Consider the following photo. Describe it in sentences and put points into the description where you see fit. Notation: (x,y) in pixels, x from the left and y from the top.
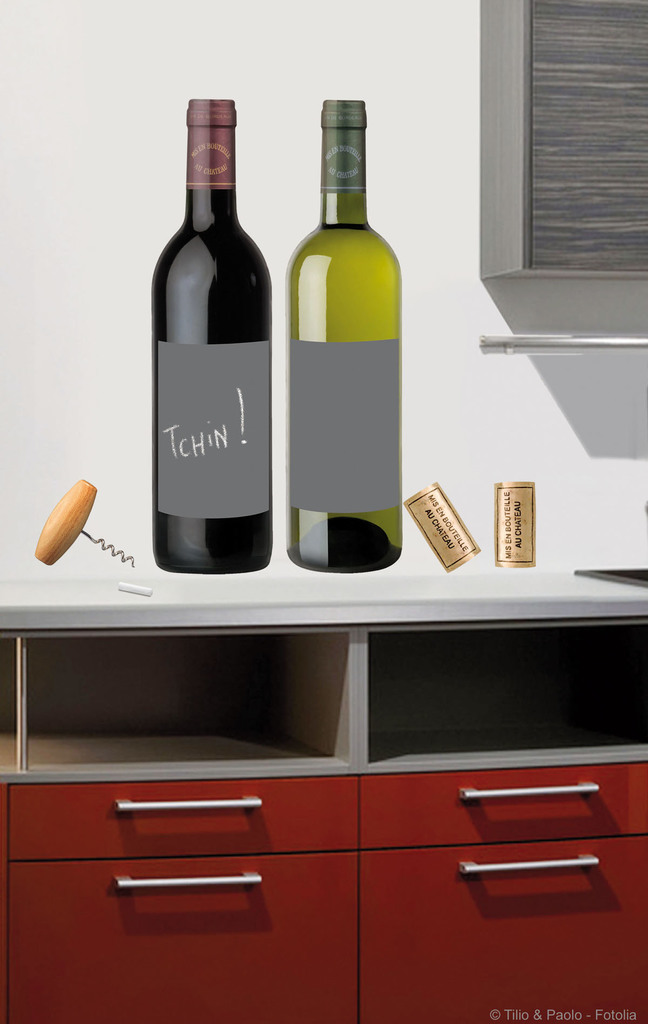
In this picture we can see two bottle (219,111) on a table (369,593) and beside to this we have stickers (498,541) and below this there are racks (136,688) and i think this is looking like graphic.
